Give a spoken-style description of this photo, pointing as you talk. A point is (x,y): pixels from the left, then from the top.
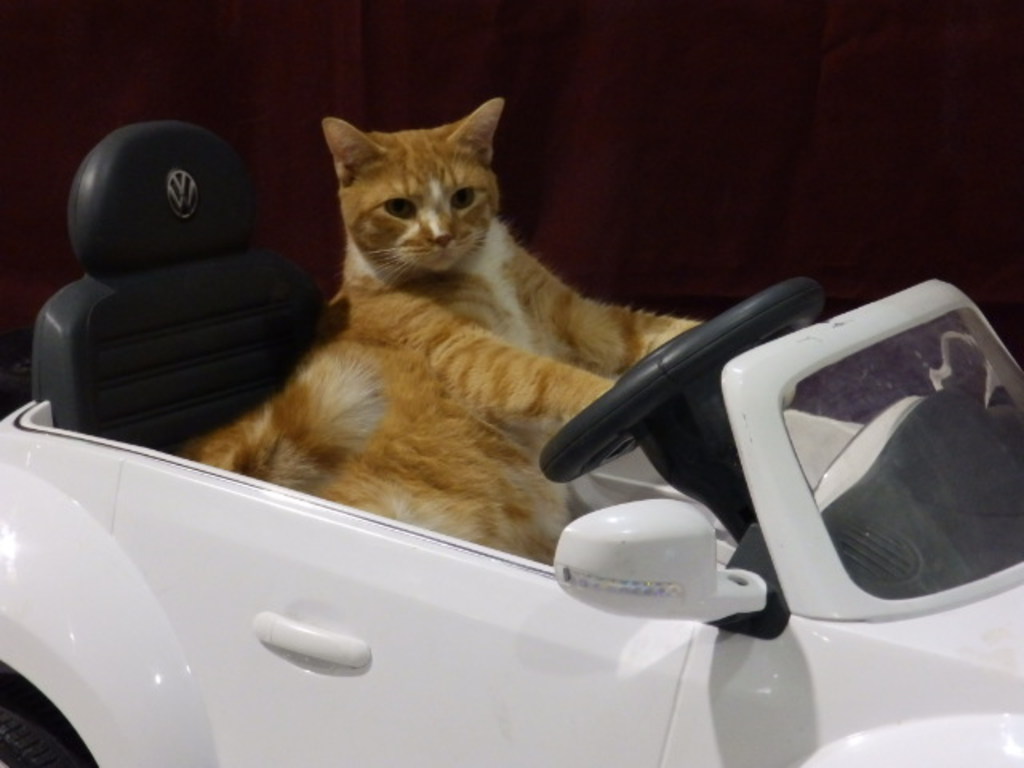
In this picture we can see a cat (305,367) in the toy car (225,548).
